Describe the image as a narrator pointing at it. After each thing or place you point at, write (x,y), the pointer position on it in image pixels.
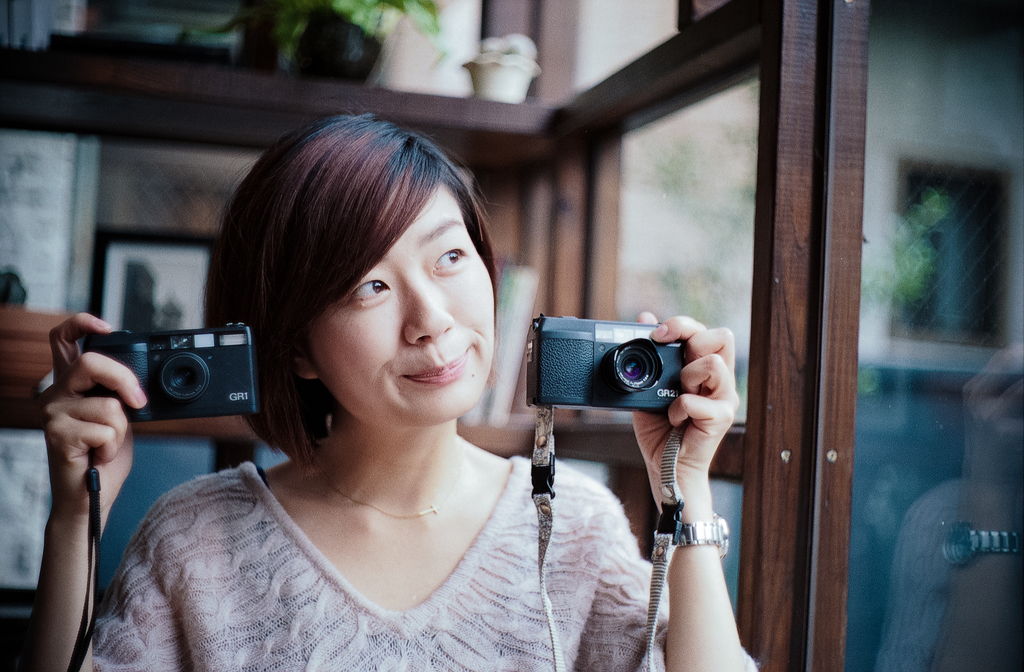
There is a woman (675,562) in the center (643,426) holding a camera (204,348) in both hands (674,327). She is having a pretty smile on her face (482,332). In the background (737,286) we can see a glass (687,177) and a clay pot (316,44).
